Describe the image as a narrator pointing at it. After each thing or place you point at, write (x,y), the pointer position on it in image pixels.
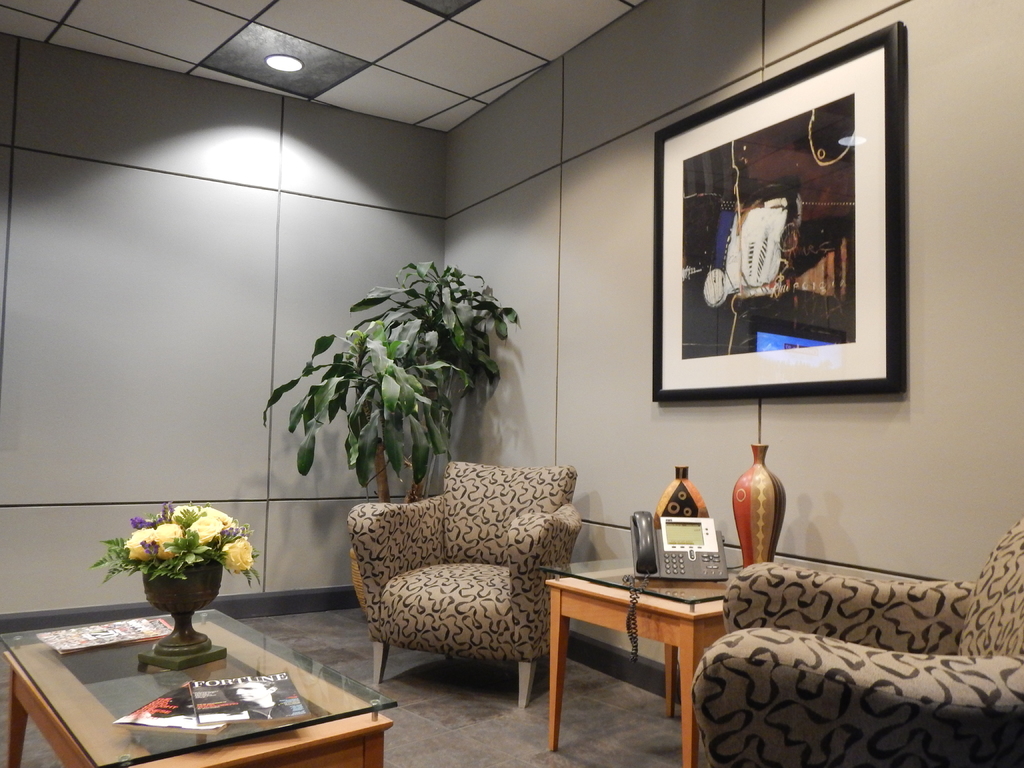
This picture is clicked inside the room (370,710). In the right bottom of the picture (719,597), we see a table (681,603) on which telephone (665,555) and vase (763,499) is present. Behind that, we see a wall (925,170) on which photo frame (712,233) is placed. Beside the table (664,595), we see another sofa chair (490,529) and plant (376,367). To the left bottom of the picture (197,619), we see a table (122,703) on which books (198,707) and flower pot (149,584) is placed. On the left (308,103), on the top of the picture (315,72), we see the roof (426,95) of that room (374,28).
